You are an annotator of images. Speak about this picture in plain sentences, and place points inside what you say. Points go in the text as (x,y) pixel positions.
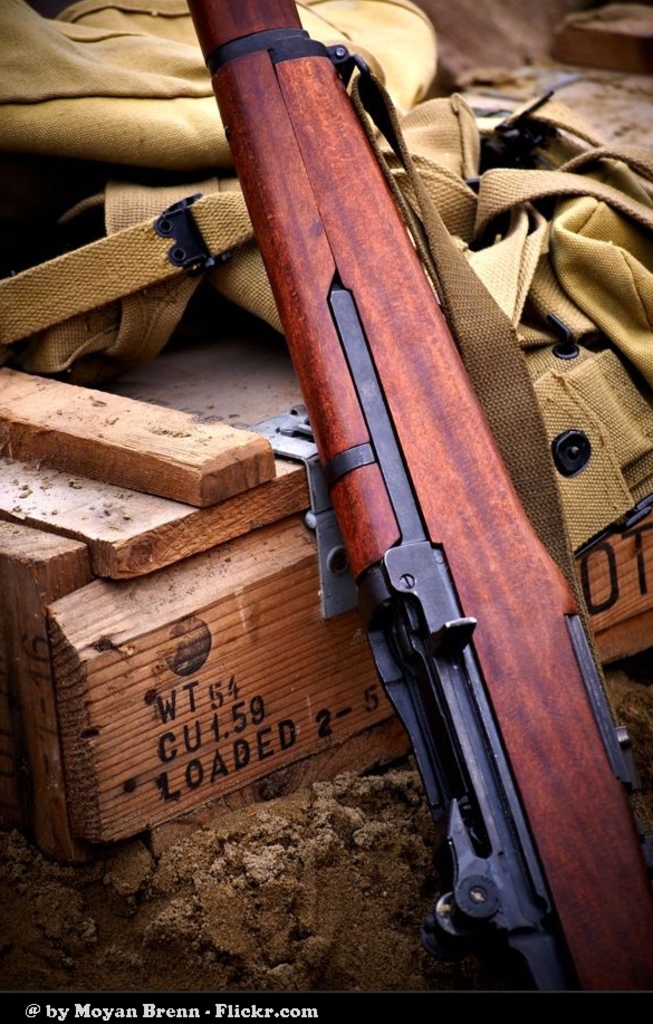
In this image I can see the weapon (320,435) which is in brown and black color. It is on the wooden object (152,629). To the side I can see the cloth (223,215) which is in light brown color. To the side I can see the mud (263,962).
